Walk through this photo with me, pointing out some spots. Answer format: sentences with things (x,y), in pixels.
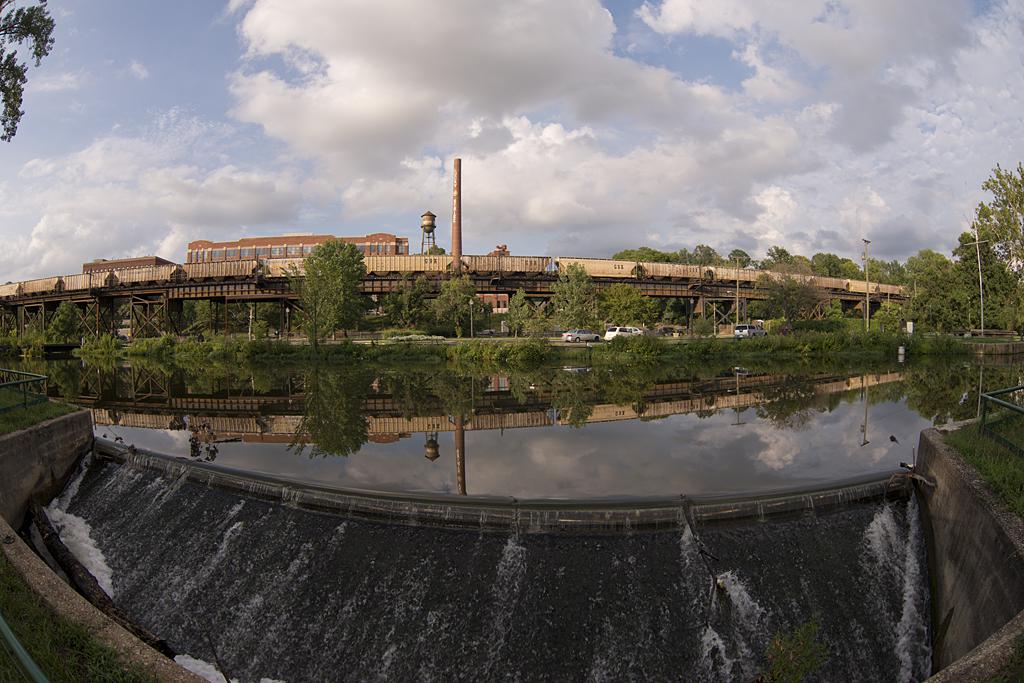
In this picture we can see water (274,453), poles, trees (347,263) and a bridge (167,285). Behind the bridge (262,295) there are buildings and a sky (592,106).
